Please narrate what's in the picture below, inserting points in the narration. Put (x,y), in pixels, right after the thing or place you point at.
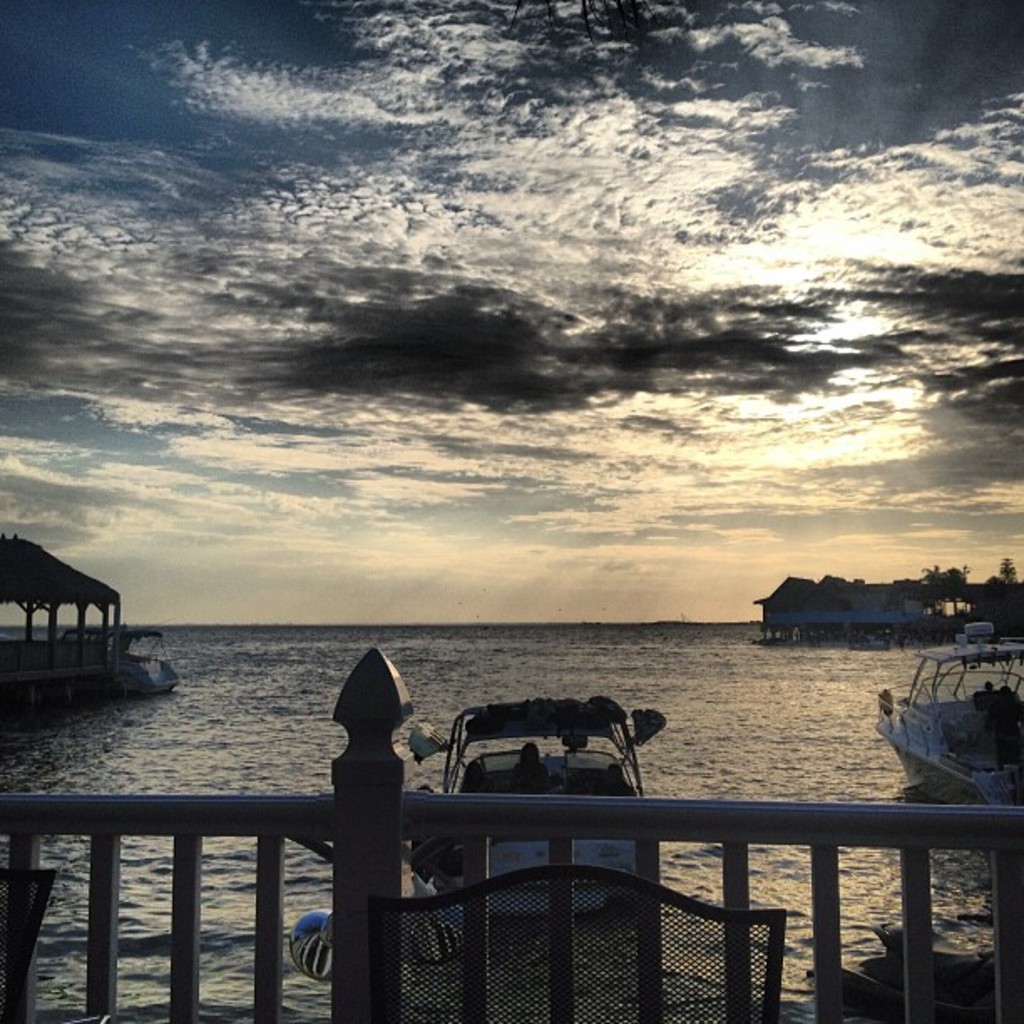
In this picture we can see boats (553,754), some persons (991,686), sheds (860,602), trees (961,579), water (578,630) are there. At the top of the image (471,160) clouds (584,212) are present in the sky (628,232). At the bottom of the image (513,968) we can see fencing (559,972), chair (513,923) are there.
